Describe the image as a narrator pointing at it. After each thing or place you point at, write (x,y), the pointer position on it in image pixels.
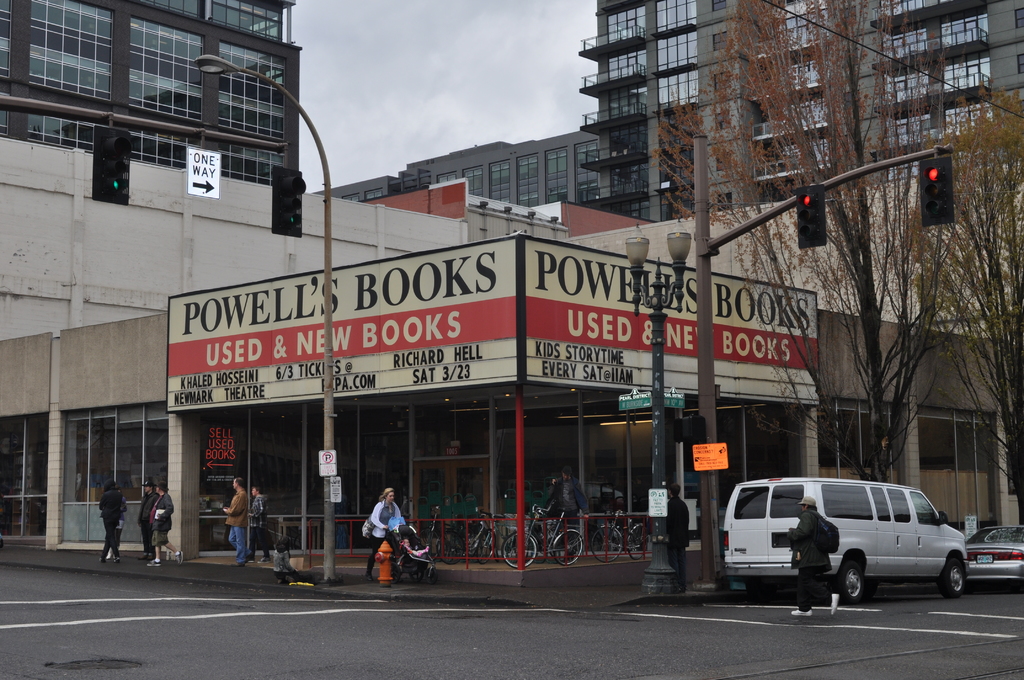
This is clicked on a street (950,638), in the back (748,121) there are buildings (748,121), in the front (433,631) there are cars (964,537) going on road (440,618) with some people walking on the foot path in front of a store (767,400) and above its sky (360,106).
